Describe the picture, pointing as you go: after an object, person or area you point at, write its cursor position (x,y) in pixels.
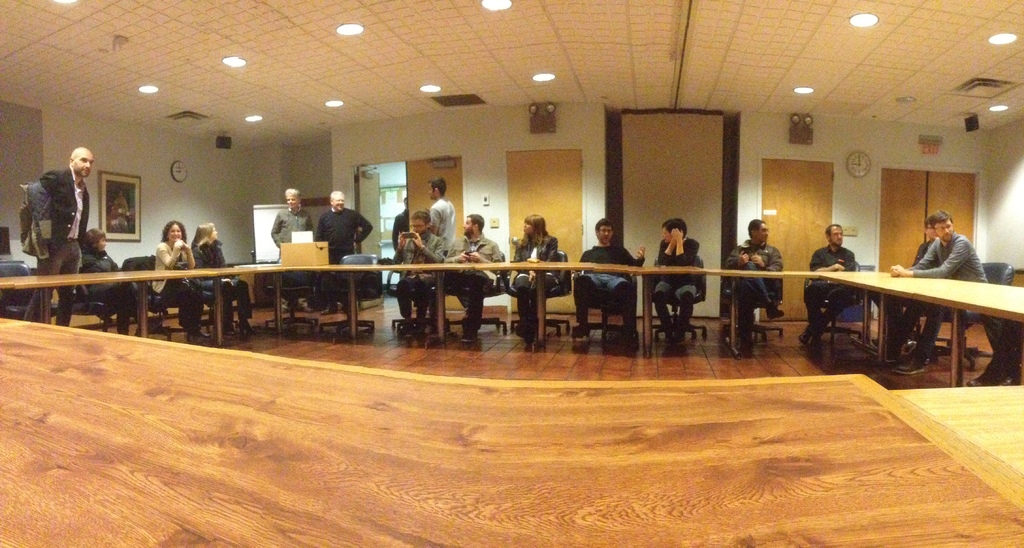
This is a picture taken in a room (723,249), there are a group of people (955,259) sitting on a chair (988,266) in front of the people (430,247) there is a table (594,266). Background of this people (545,247) is a wall (505,249) on the wall (635,168) there are the clock (857,164), sign board (923,149) and frame (130,209). On top of this people (472,260) there are lights (358,31) on ceiling (333,46).
